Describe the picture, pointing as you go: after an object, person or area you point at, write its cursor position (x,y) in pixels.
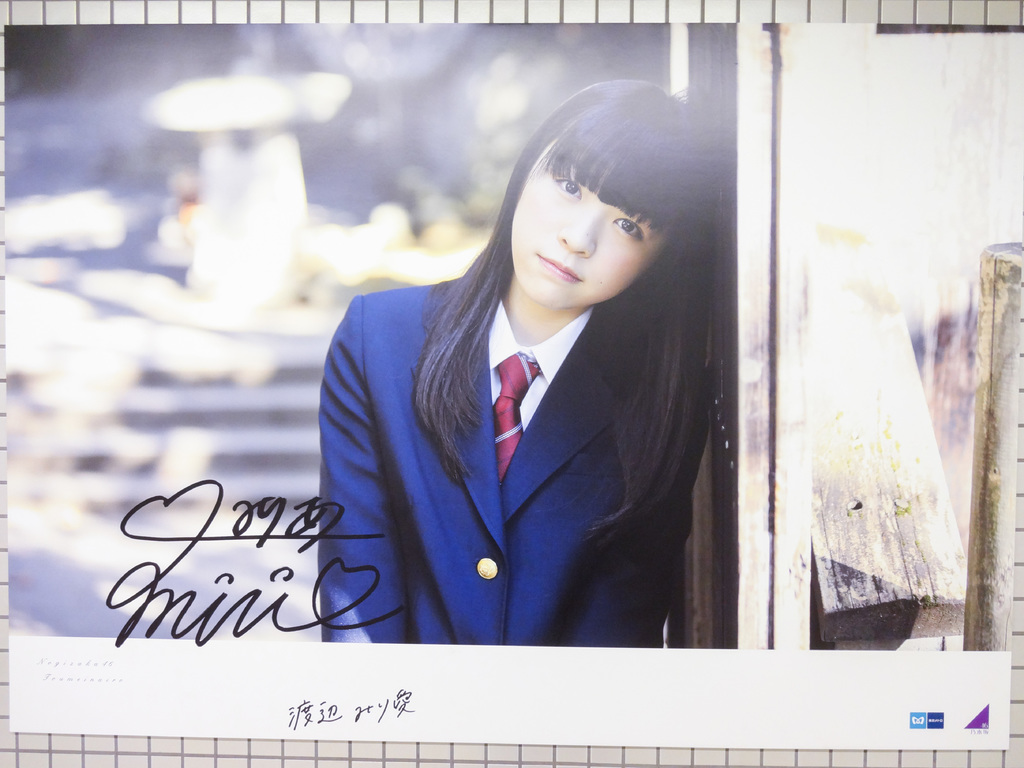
In this image there is a poster (301,666) attached to the wall (494,753). In this poster (531,395) there is a picture (511,475) of a girl (450,499) and there is some text (366,593) on it.
